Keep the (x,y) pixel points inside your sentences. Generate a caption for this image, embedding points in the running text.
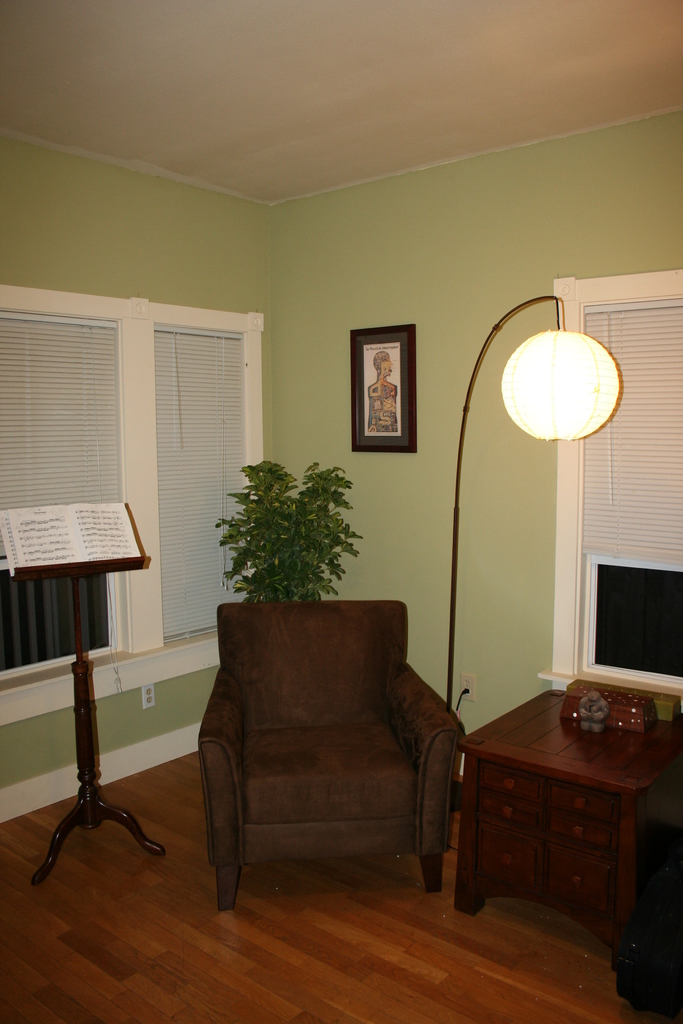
In this picture there are things like chair (318,650), table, stand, light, walls (209,216), and photo frame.
